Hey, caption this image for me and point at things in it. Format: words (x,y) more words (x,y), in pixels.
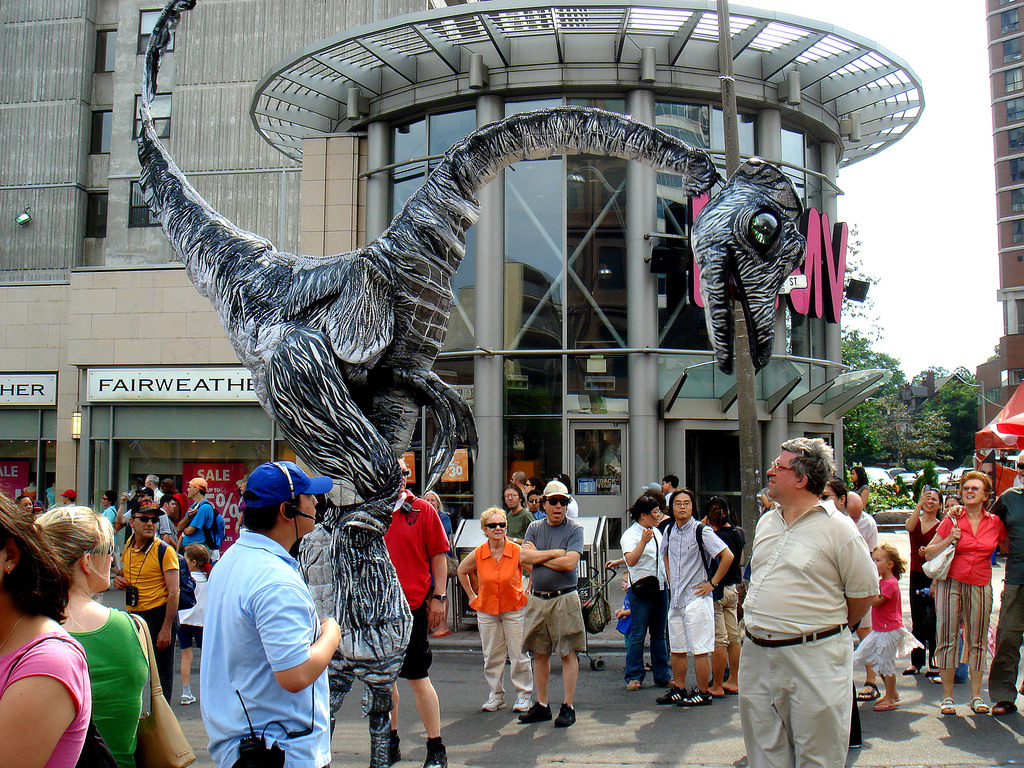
There are groups of people (254,589) standing. This is the building (359,153) with glass doors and windows (584,200). I can see the name boards (133,382) attached to the building (231,422). This looks like a hoarding (237,478). These are the trees (895,443). This looks like a sculpture of a dinosaur (392,282).
